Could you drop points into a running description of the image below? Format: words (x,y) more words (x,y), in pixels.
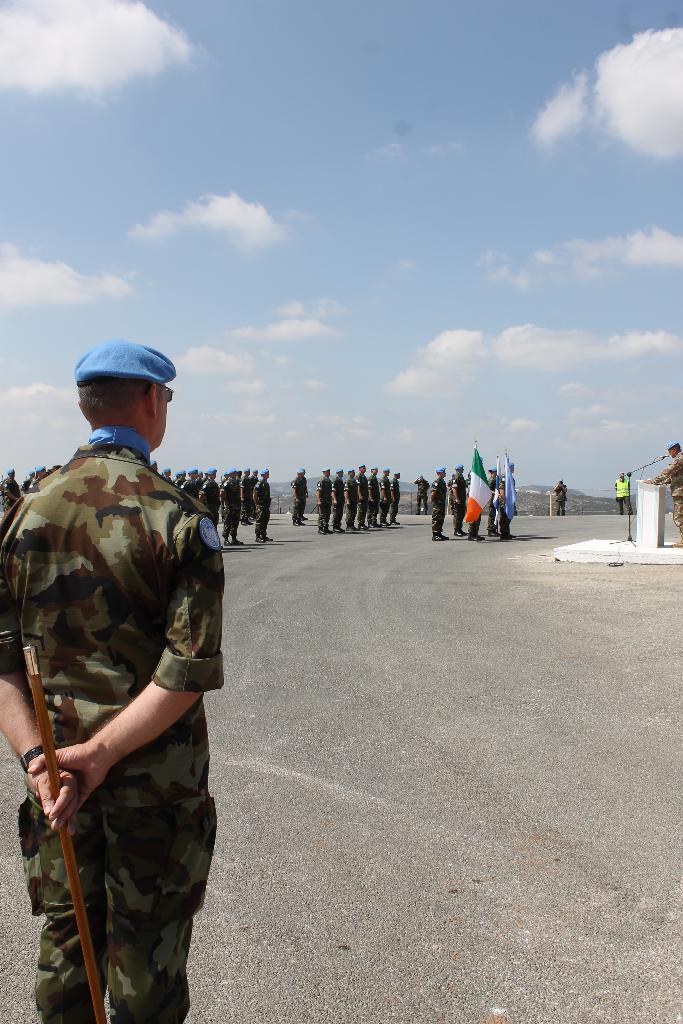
In this picture I can see group of people (156,464) standing, a person (157,628) holding a stick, there are flags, a person (675,469) standing near the podium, there is a mike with a mike stand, there are hills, and in the background (464,256) there is sky (496,188).
